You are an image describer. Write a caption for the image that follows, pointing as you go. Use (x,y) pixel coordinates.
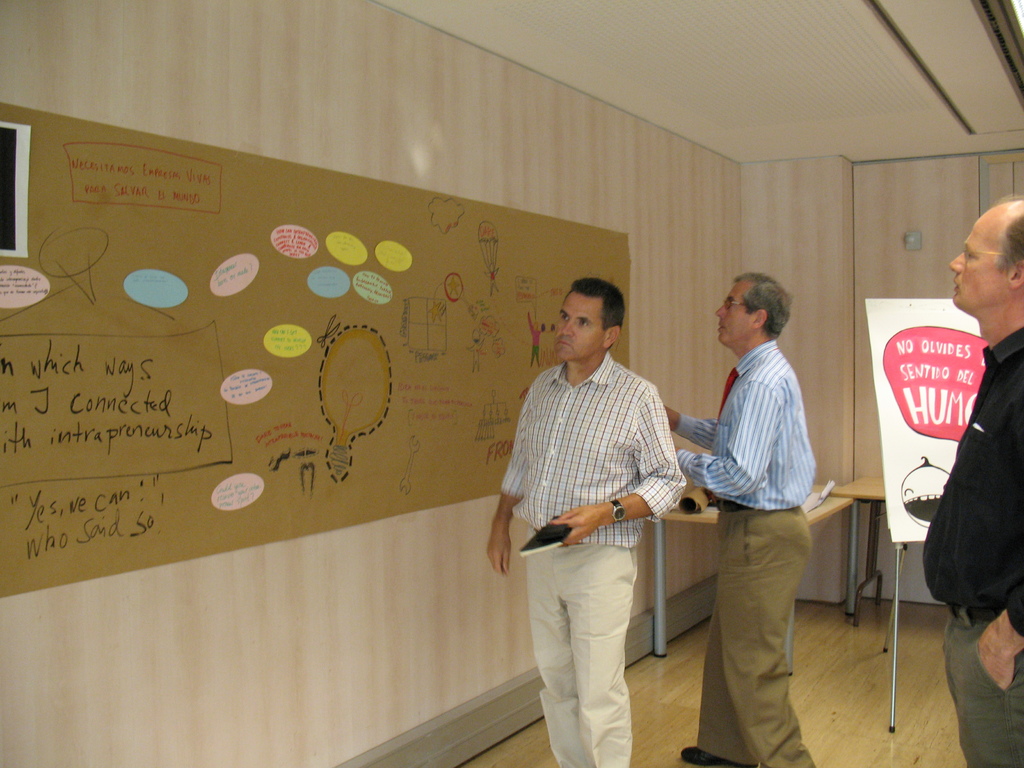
In this image there are three persons (761,483), one person (622,541) is holding a book (548,541), the other person (993,469) is towards the right of the image (999,543), there are tables (826,511), there is a board (367,312) on which text (98,435) is written and papers (310,278) are sticked on it.
